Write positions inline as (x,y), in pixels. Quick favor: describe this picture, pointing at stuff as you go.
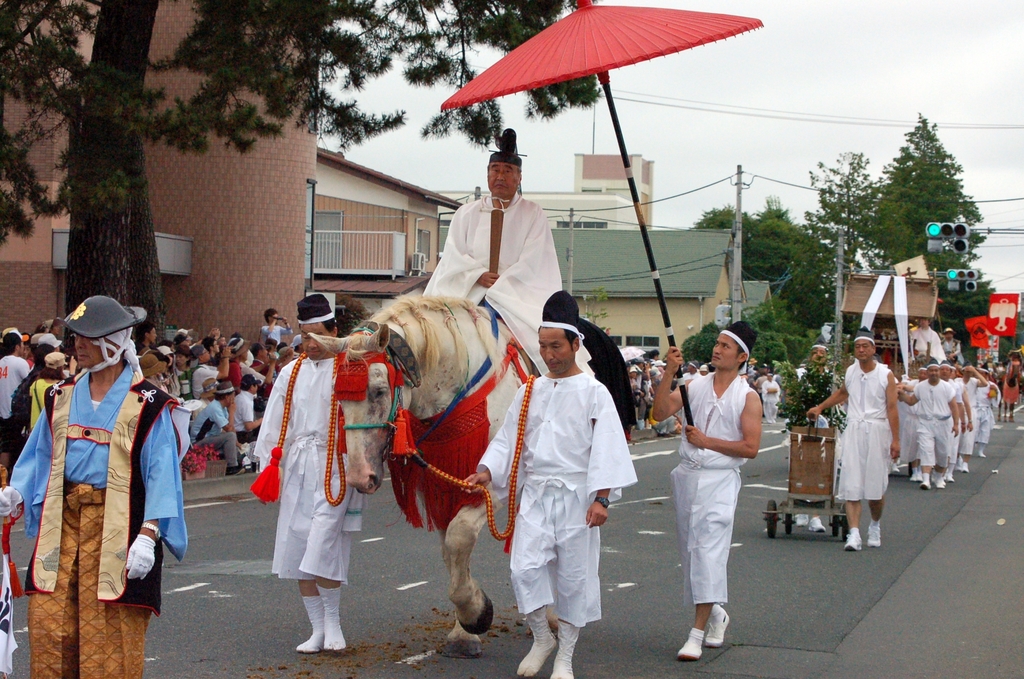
In this picture there are many people (847,389) standing in the road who are dressed in white color, a guy (524,236) who is sitting in a horse (403,340) and the other person (702,386) is catching an umbrella (602,72). In the background (292,197) there are many houses (340,230).
